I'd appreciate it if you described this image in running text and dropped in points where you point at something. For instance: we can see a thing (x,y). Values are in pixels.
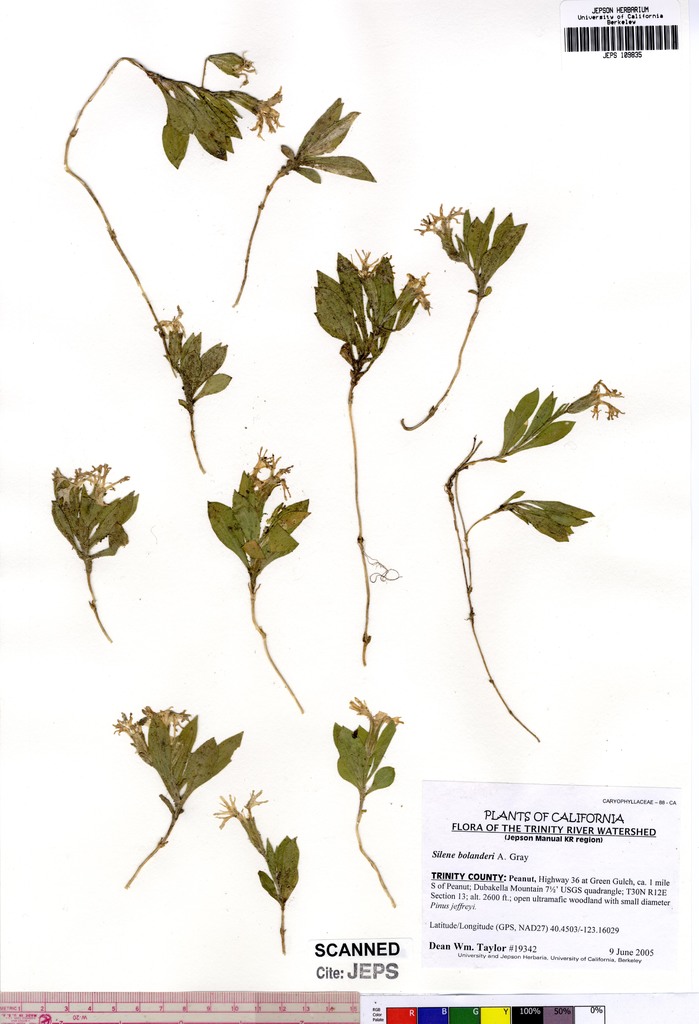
In the picture we can see a white paper (378,896) on it, we can see some plant samples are pasted and to the bottom of it we can see a some information note (456,910).
